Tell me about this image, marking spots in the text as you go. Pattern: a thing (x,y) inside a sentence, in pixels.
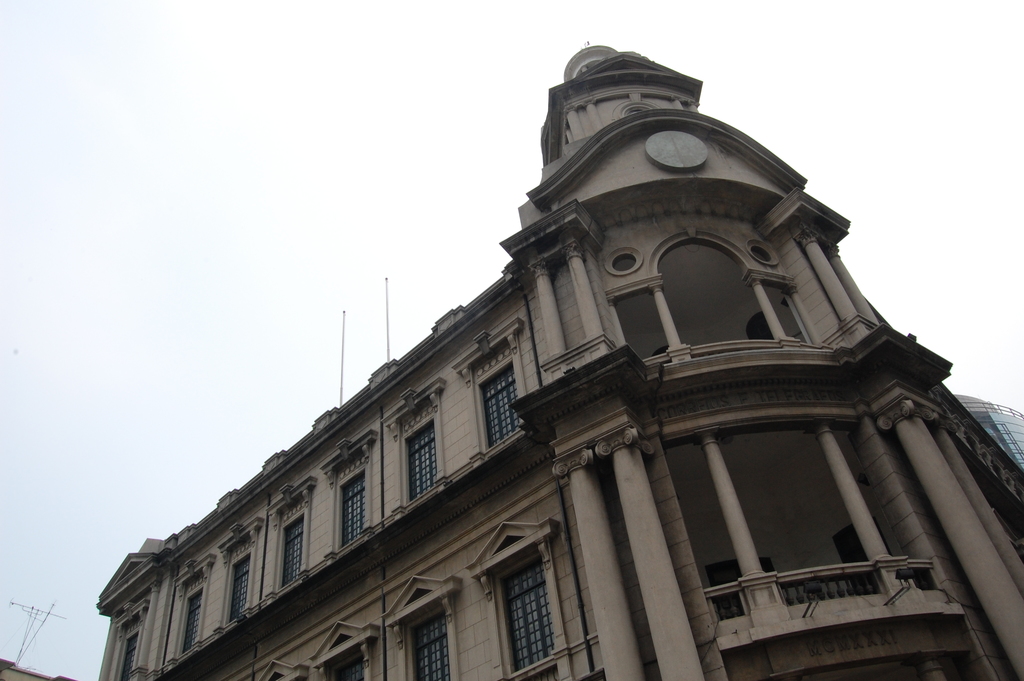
This picture is clicked outside. In the center (646,278) we can see a building (388,558) and we can see the windows (517,661), pillars (827,458) and the railing (833,572) of the building (130,592). In the background (110,338) we can see the sky (174,242) and some other objects (1007,433).
